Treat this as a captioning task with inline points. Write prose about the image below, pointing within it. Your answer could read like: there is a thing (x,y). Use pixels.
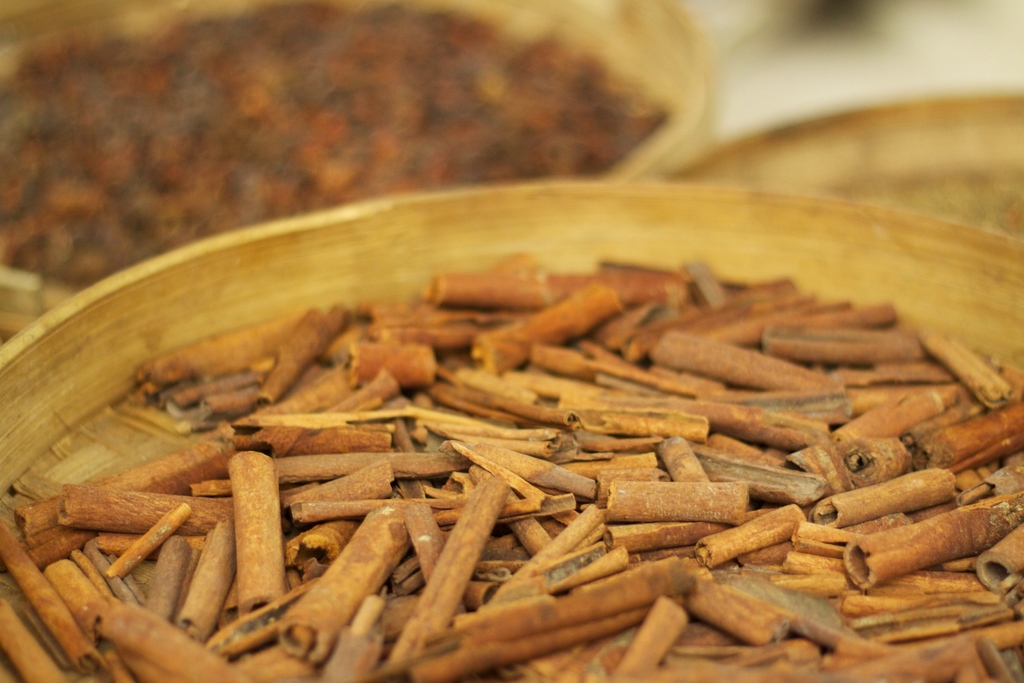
In this image, we can see a plate (73,321), in that plate (101,304) we can see some cinnamon's (707,450).
